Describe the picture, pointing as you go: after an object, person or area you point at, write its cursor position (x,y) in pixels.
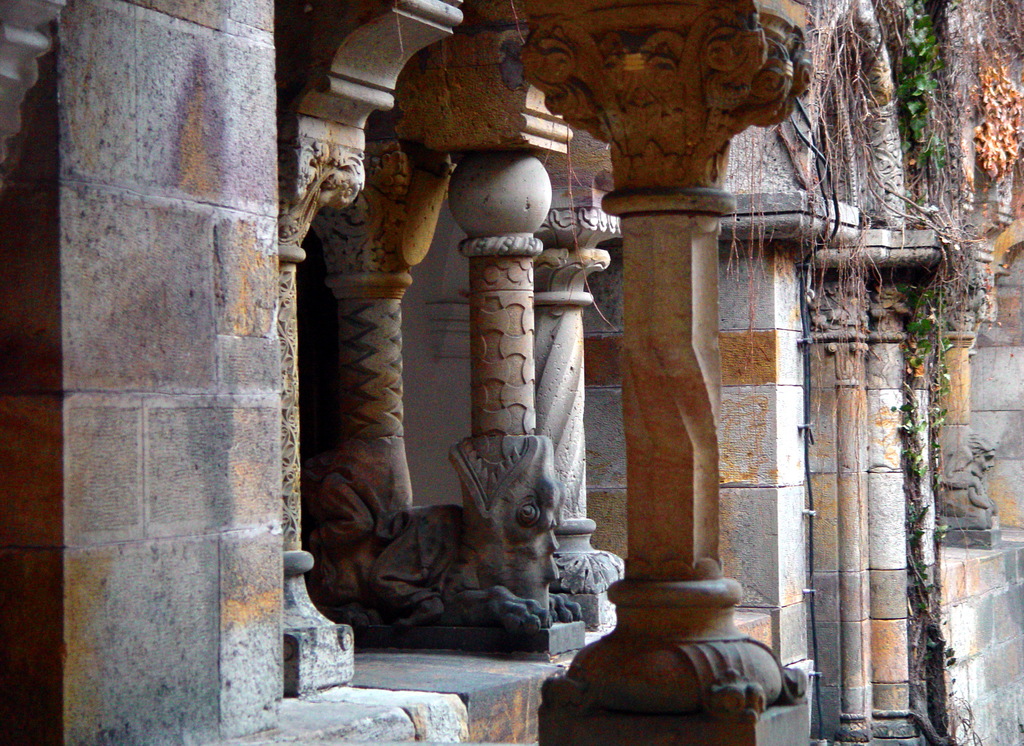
There are many pillars (578,463). Some pillars (786,432) are made with bricks (801,382). Also there are sculptures (409,567) on the pillars (700,560). On the right side (920,165) there are creepers (914,517) on the wall (886,264).
